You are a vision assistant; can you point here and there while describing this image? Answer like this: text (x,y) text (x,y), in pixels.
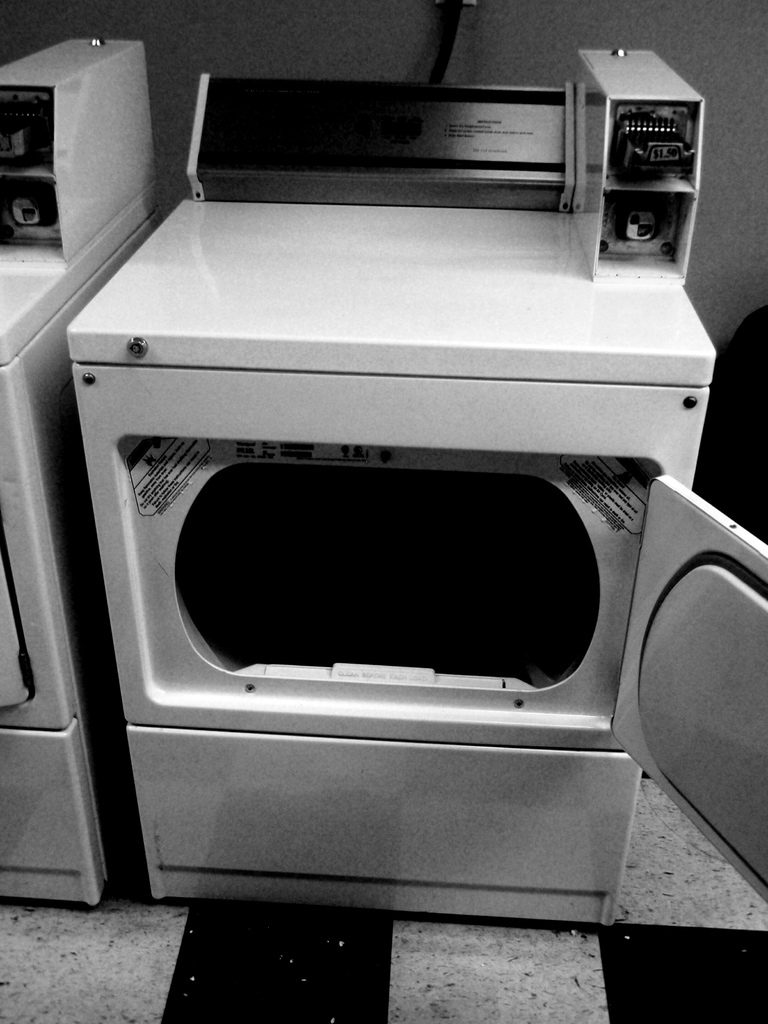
In this image there are two white colored dryers (327,528) as we can see in middle of this image (385,471). There is a floor (274,943) at bottom of this image (327,997) and there is a wall (328,52) at top of this image (689,53).
